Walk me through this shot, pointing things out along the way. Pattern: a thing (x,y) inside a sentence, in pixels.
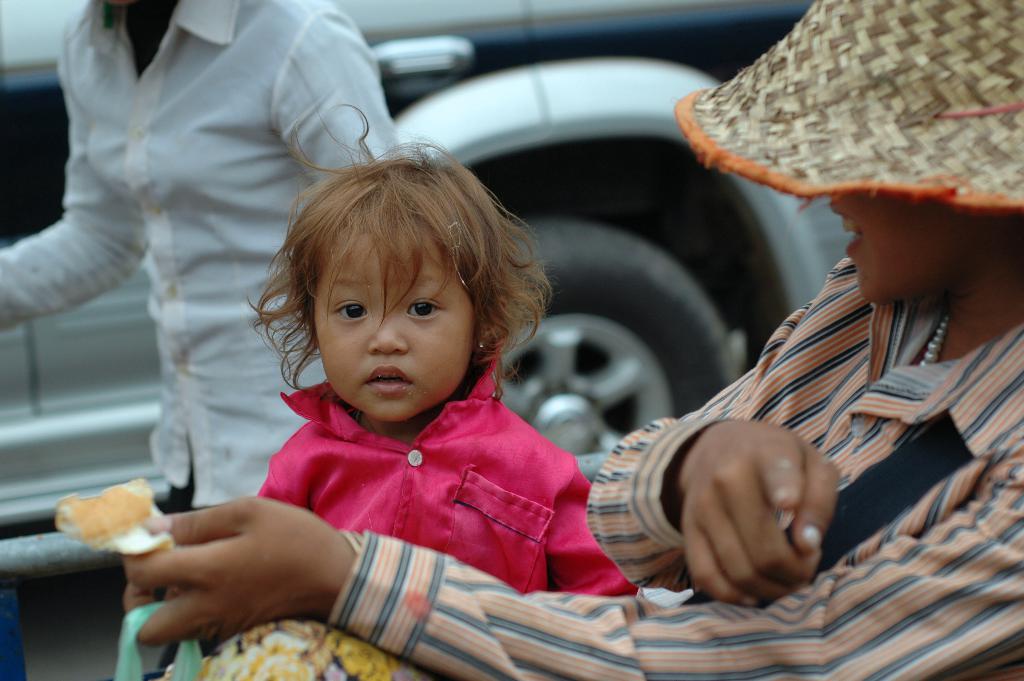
In this picture I can see two people (242,433) and a child (390,477). The person (314,562) on the right side (893,312) is wearing a hat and holding something in the hand (329,577). In the background (528,128) I can see a vehicle (412,140) on the ground (38,672).
